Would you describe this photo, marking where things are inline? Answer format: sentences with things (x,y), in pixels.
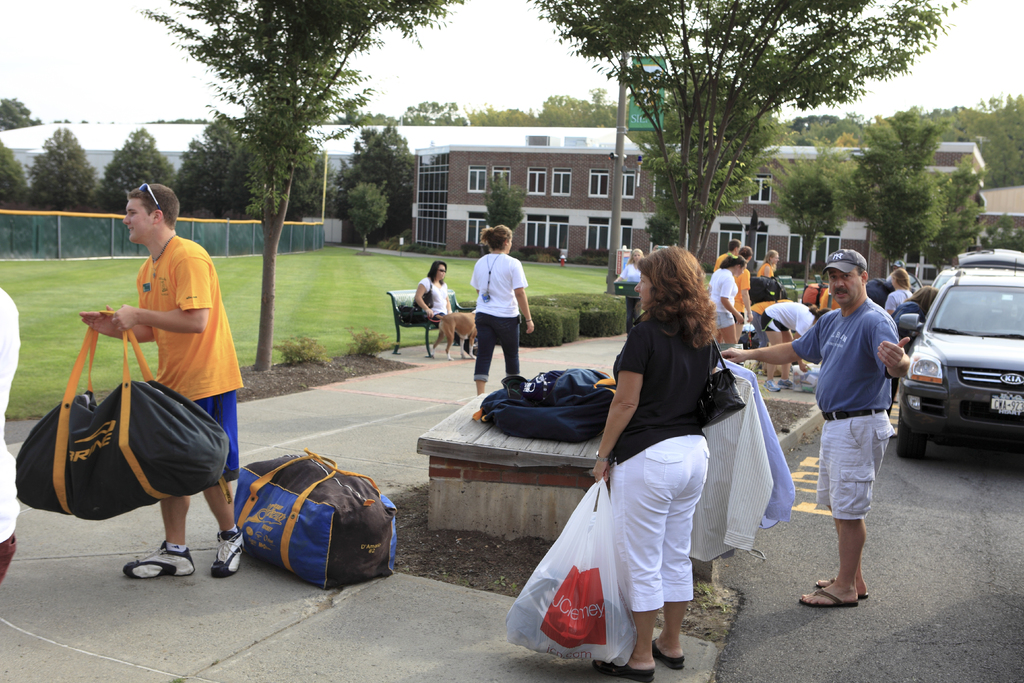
In this image, we can see people (618,444) and some are wearing bags (724,378) and holding objects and there is a person (855,292) wearing a cap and we can see some bags (523,414), trees (680,189), sheds (565,200), poles (618,154), a fence (99,229), boards (644,120) and there are vehicles (930,358) on the road (926,587). At the top (477,34), there is sky (477,34).
